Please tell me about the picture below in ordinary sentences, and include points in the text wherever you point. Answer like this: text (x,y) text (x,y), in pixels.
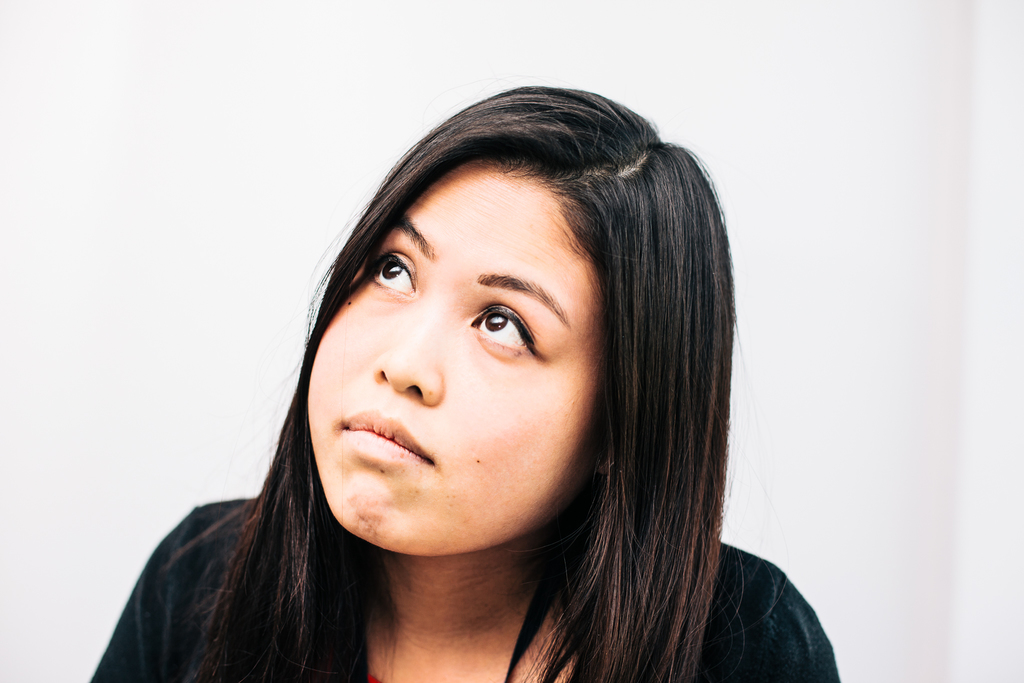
In the foreground of this picture (475,517) there is a woman (639,567) wearing black color dress (729,603). In the background (673,84) there is a white color object (169,197).
